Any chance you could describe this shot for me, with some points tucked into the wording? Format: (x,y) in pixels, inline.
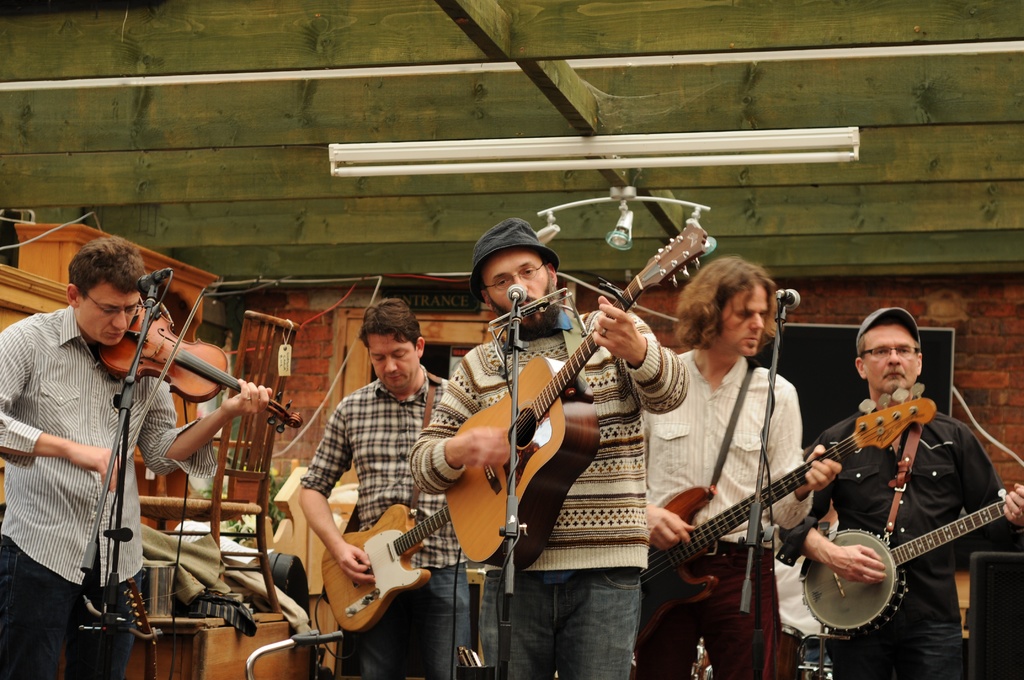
In this picture there is a music band (80,485) here. Most of them were playing guitars (461,511) and one of them was playing violin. Some of them is having a microphone (512,306) in front of them. In the background (733,137) there is a light (444,157) here.
